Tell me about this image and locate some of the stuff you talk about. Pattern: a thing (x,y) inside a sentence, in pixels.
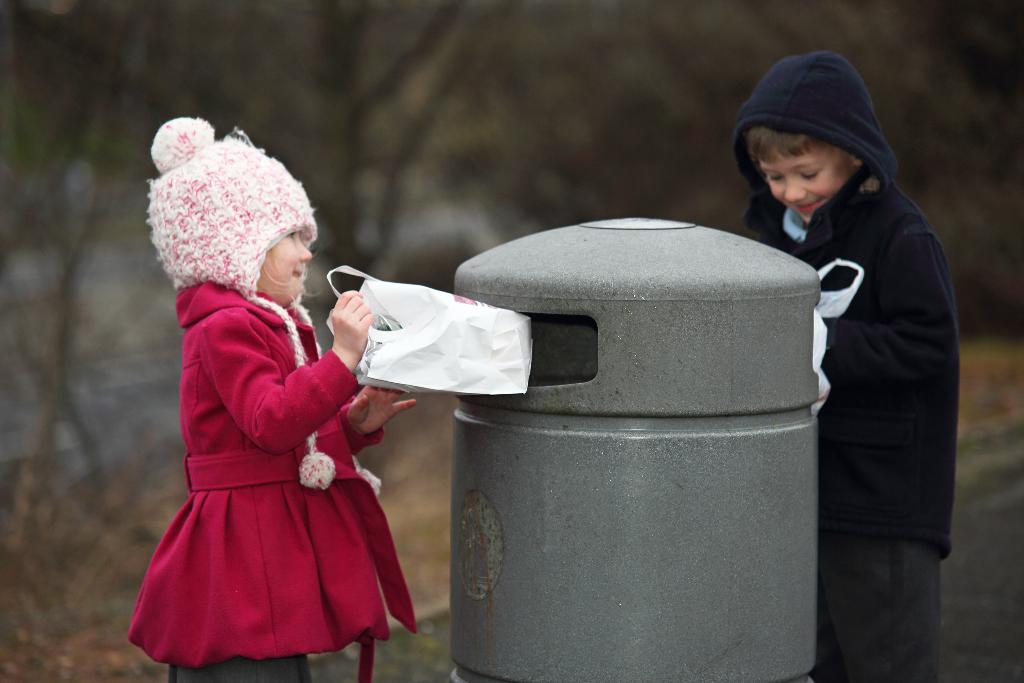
In this image I can see 2 children (843,446) standing, holding polythene covers (466,368). There is a cylindrical object (676,519) in between them. The background (693,91) is blurred.
